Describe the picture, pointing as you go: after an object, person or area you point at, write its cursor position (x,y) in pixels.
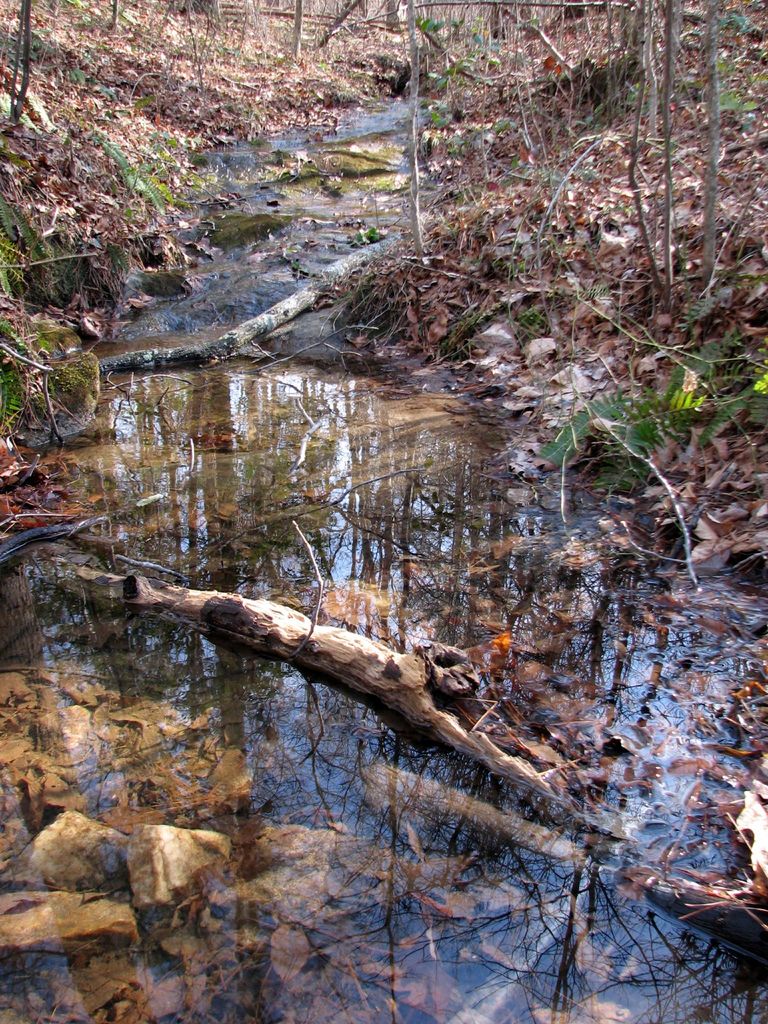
At the bottom of the picture (390,818), we see water (343,809) and wooden sticks (339,662). On the right side (762,679), we see dried leaves (430,274) and twigs (641,544). There are trees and dried leaves (24,192) in the background (51,232).
